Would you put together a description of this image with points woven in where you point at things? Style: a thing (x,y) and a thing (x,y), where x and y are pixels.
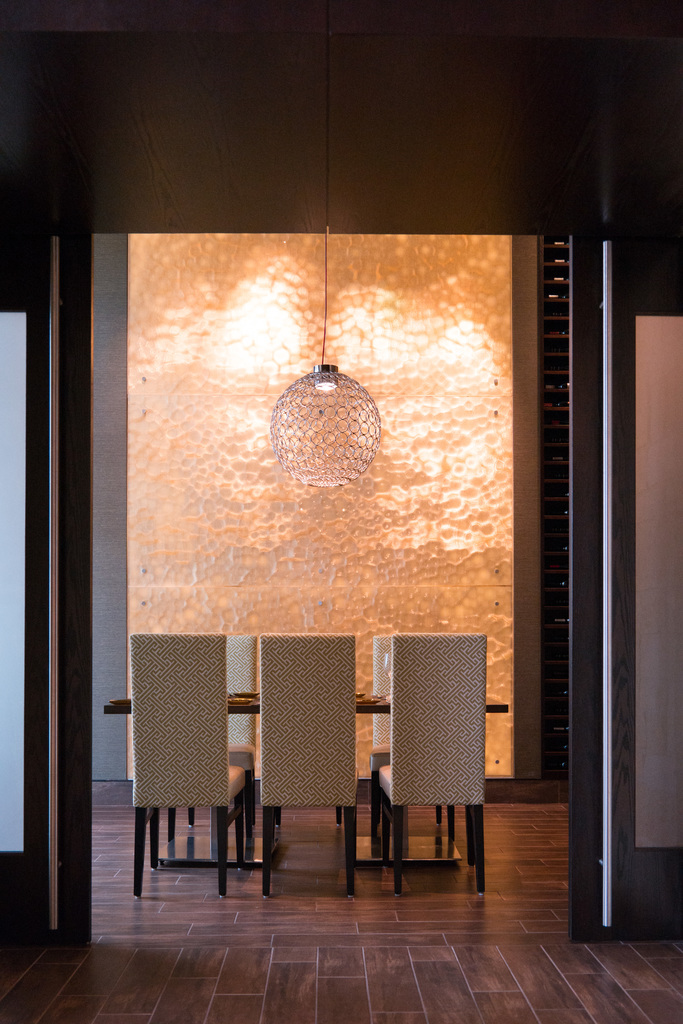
In this image I can see few chairs (452,670), table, light and brown color floor (101,976). Background (500,295) is in orange and white color.
